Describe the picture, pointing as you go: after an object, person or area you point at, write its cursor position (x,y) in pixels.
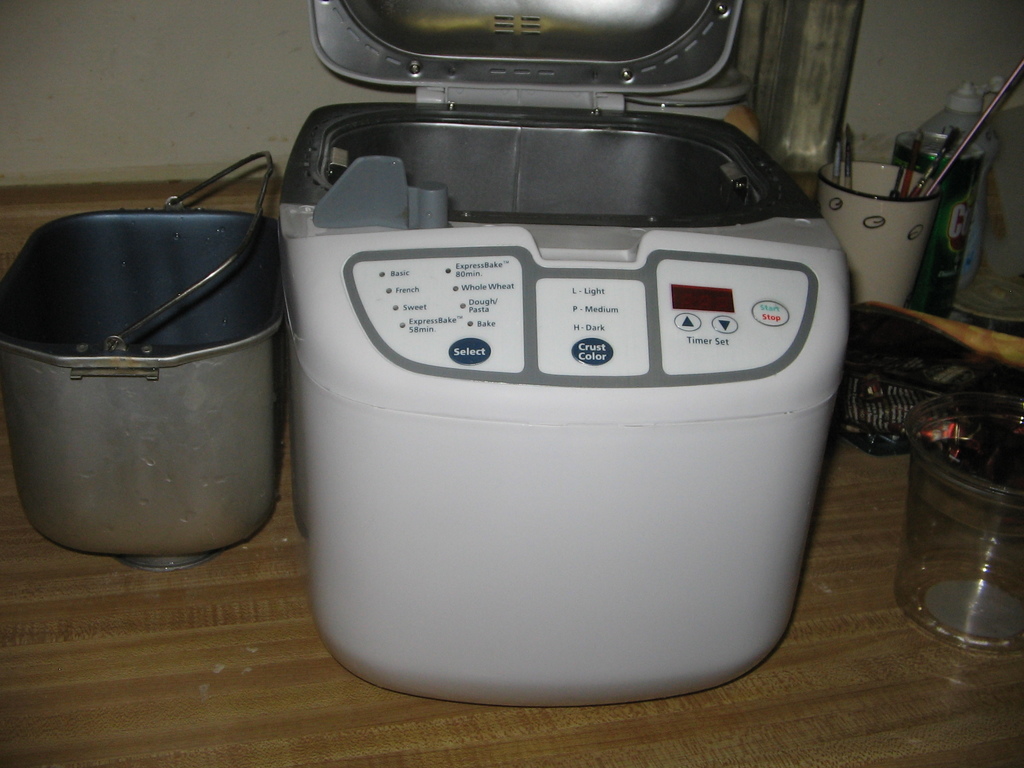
In this picture we can see a bucket (168,350), machine (439,330), a glass (924,442), cup (868,188) and other things (886,395) on the flat surface (867,505).
